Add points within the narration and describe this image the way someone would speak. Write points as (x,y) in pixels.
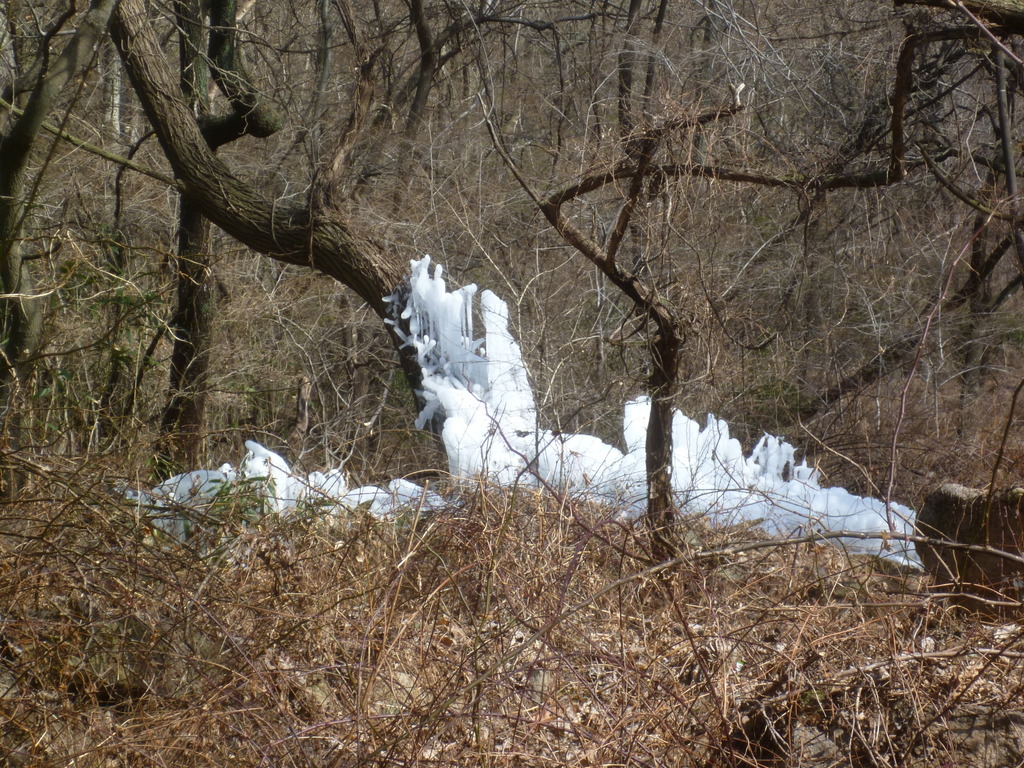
It is looking like a forest (638,227). Here I can see the trees (201,432) and a white color ice (795,506).
